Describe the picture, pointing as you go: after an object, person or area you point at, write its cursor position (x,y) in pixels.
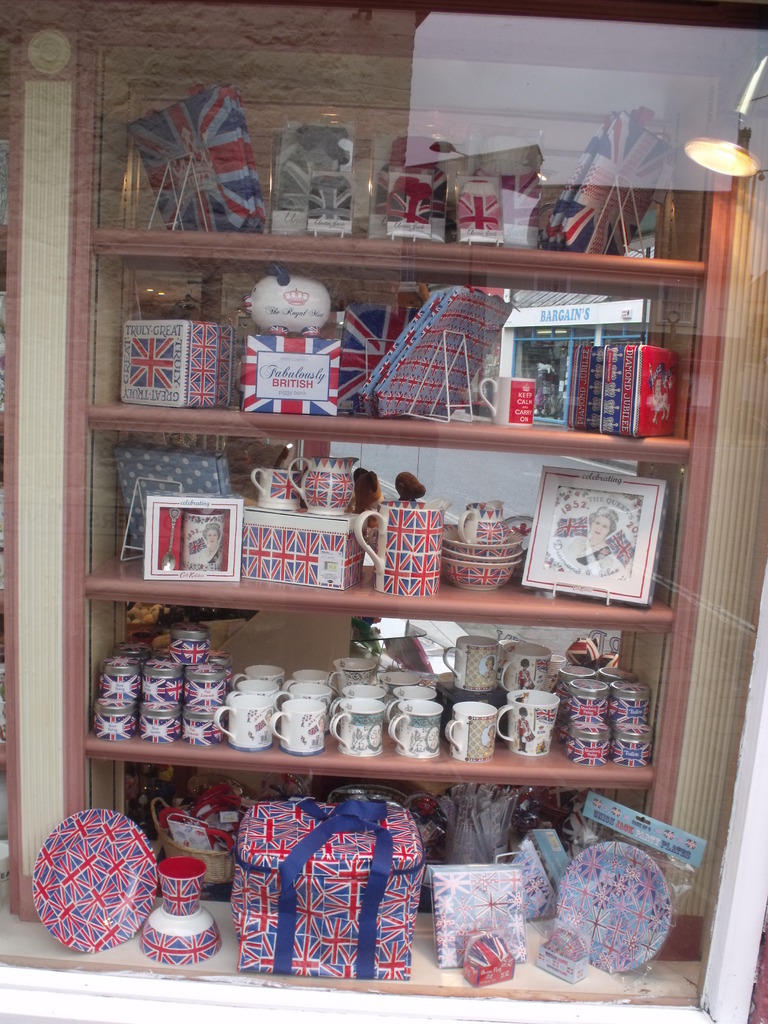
We can see there are some cups (453,669) and some other objects (465,212) are kept in a rack (242,642) as we can see from the glass (413,95) in the middle of this image (338,510).
